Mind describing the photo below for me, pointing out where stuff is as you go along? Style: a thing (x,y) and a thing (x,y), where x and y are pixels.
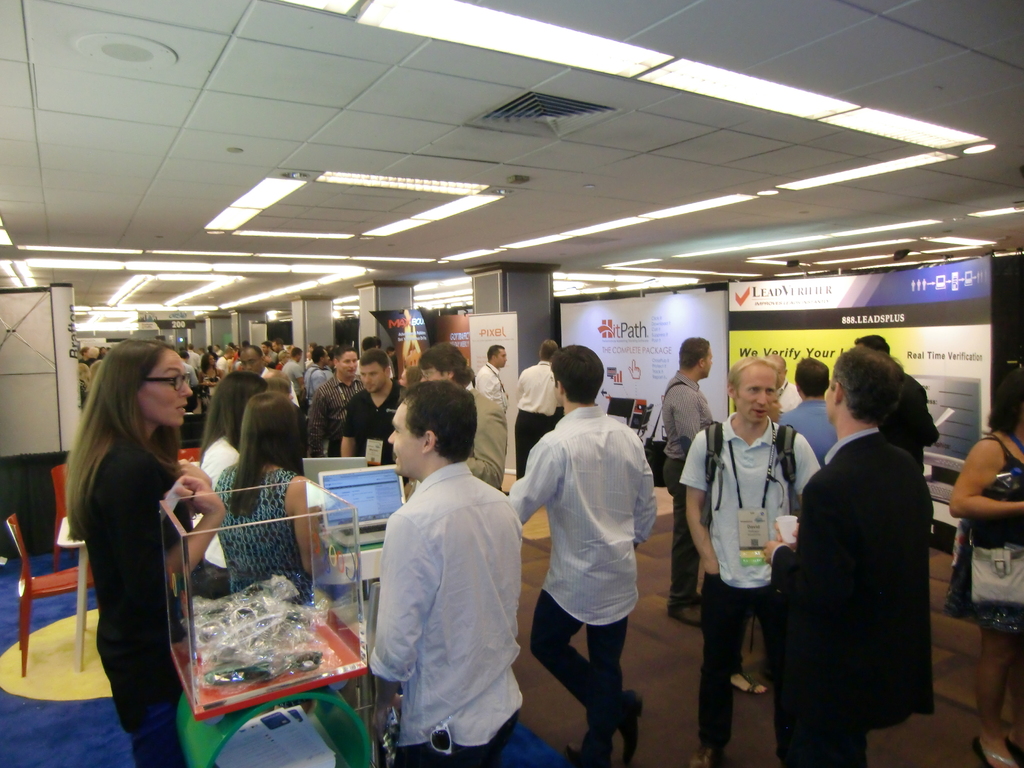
In this image we can see a group of people (426,516) are standing on the floor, here is the hoarding (621,396), here is the chair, here is the light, here is the pillar (388,292), here is the roof (487,135).
